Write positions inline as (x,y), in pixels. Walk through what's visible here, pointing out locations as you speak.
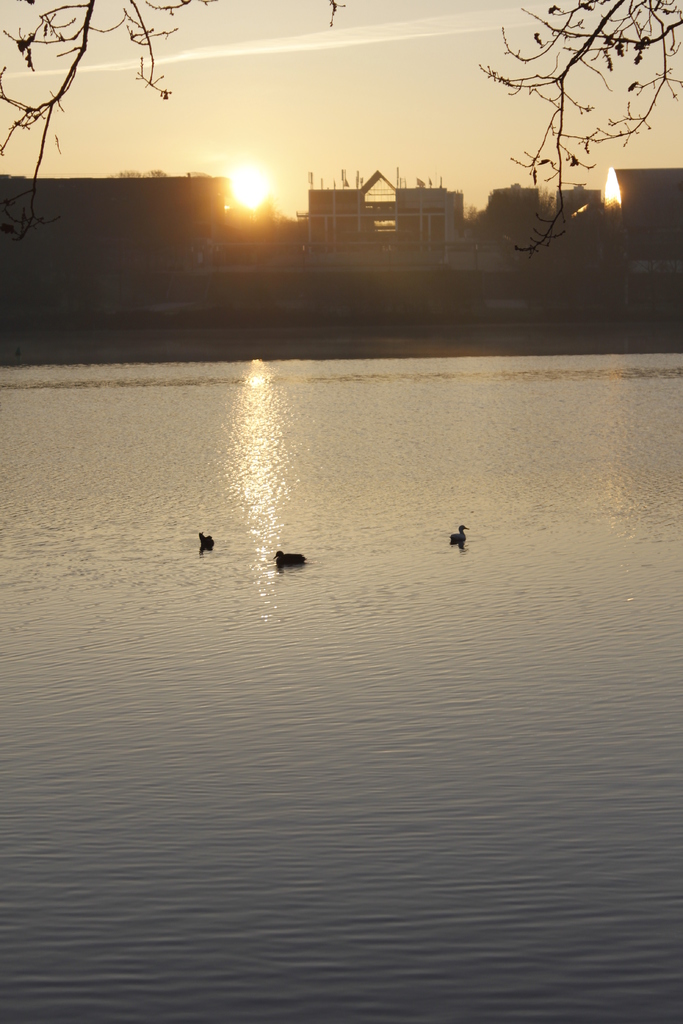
In this image I can see water (319,400) in the front (547,543) and in it I can see few birds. In the background (419,194) I can see few buildings (66,218), the sky (335,171), the sun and on the top of this image (30,58) I can see stems (509,80) of a tree (603,25).
